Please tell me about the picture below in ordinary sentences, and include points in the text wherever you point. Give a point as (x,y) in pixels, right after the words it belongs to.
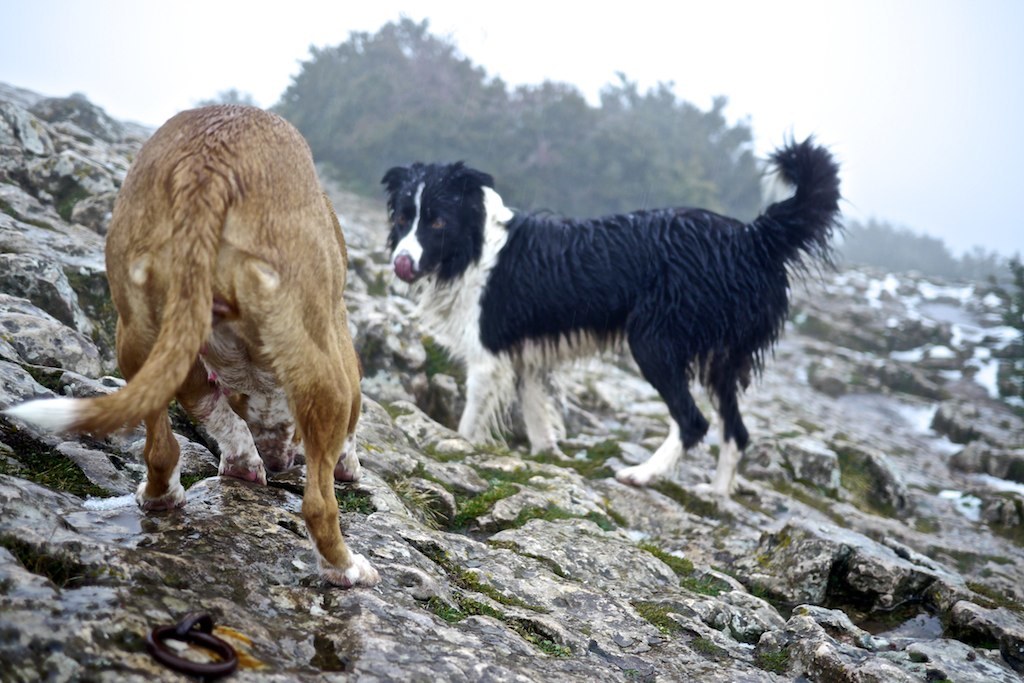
In this picture I can see two dogs (507,389) are standing on the ground (566,467). The dog (488,432) on the right side (688,332) is black and white in color. The dog (299,401) on the left side (275,135) is brown in color. In the background (479,160) I can see trees (587,142) and the sky (791,41).
